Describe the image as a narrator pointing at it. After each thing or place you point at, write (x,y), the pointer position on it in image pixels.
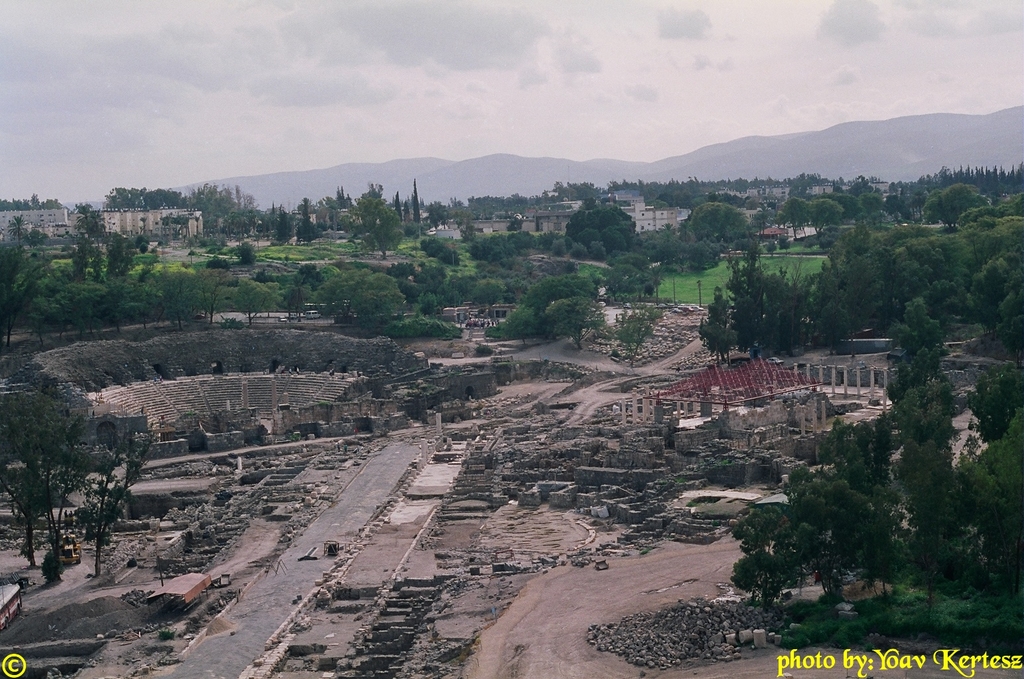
In this picture I can see buildings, trees (634,345), rocks (52,377), there are hills (709,175), and in the background (324,67) there is sky (422,73) and there are watermarks (17,657) on the image.
